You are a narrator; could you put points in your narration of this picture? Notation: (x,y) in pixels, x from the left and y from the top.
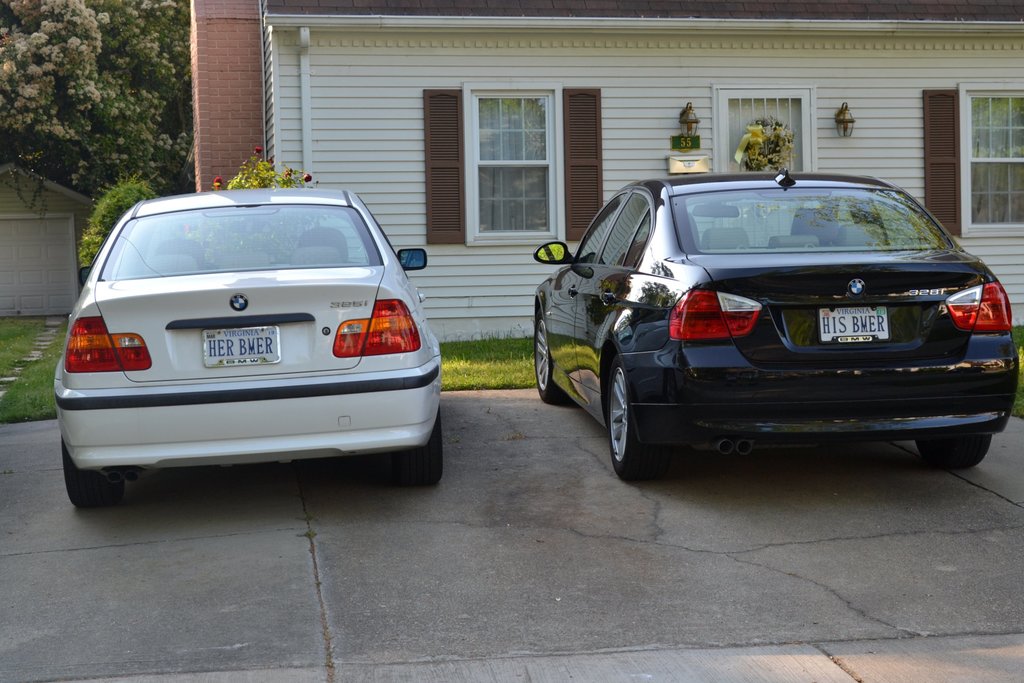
In the image we can see two vehicles (744,342) of different colors and here we can see the number plate (837,318) of the vehicle (254,312). Here we can see the road (526,554), grass (487,357), house (467,195) and windows (485,166) of the house (470,173). Here we can see plants (106,197) and trees (104,77).
